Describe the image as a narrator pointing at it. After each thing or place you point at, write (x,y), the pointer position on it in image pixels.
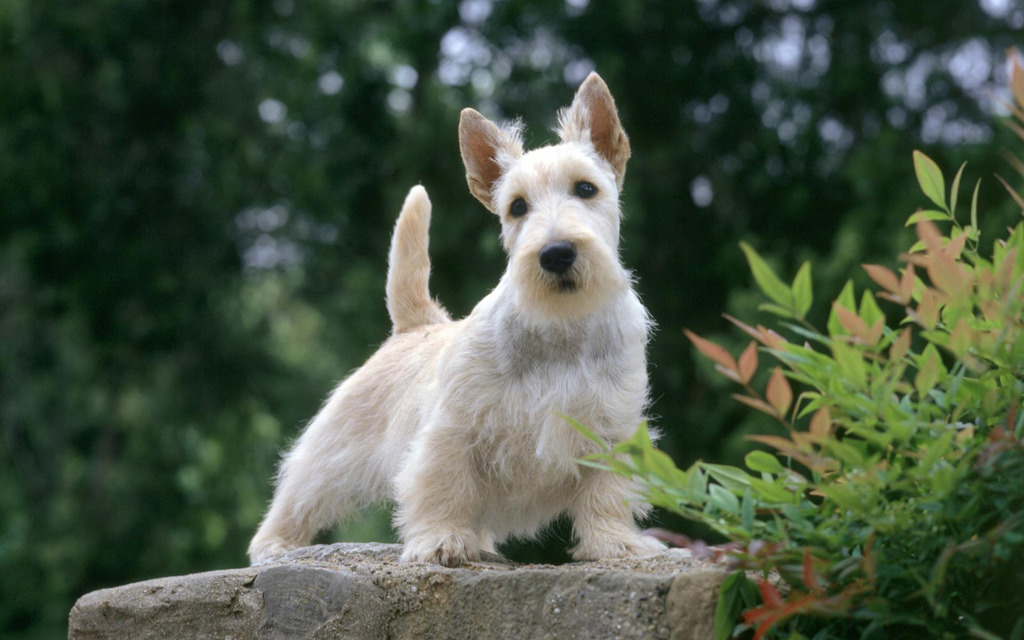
In the picture I can see a white color dog (468,403) is standing on the rocks (411,598). In the background (156,292) I can see plants (792,306) and trees (379,270). The background of the image (220,374) is blurred.
